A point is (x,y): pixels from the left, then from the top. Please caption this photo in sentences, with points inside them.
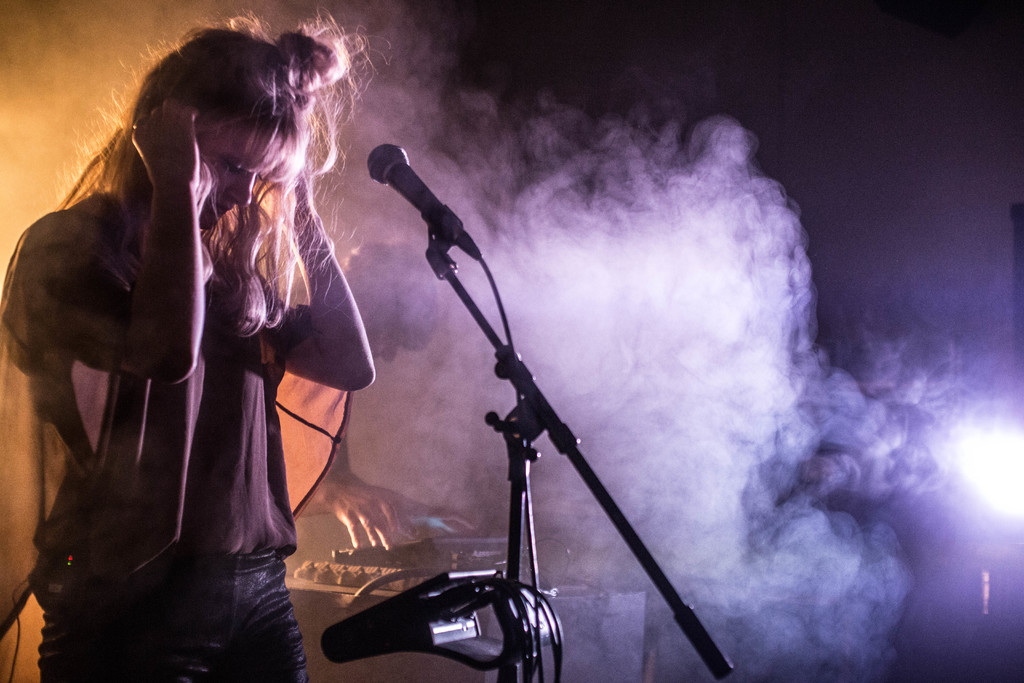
In this image, we can see a woman (220,534) is standing in-front of a microphone (402,156). Here we can see wires (512,585), stand (512,461) and some object (448,609). Behind her, we can see a person (405,506) is doing something with the black color object (424,558). Here there is a smoke (772,466) and light (1006,479). Background (612,58) there is a dark view.
